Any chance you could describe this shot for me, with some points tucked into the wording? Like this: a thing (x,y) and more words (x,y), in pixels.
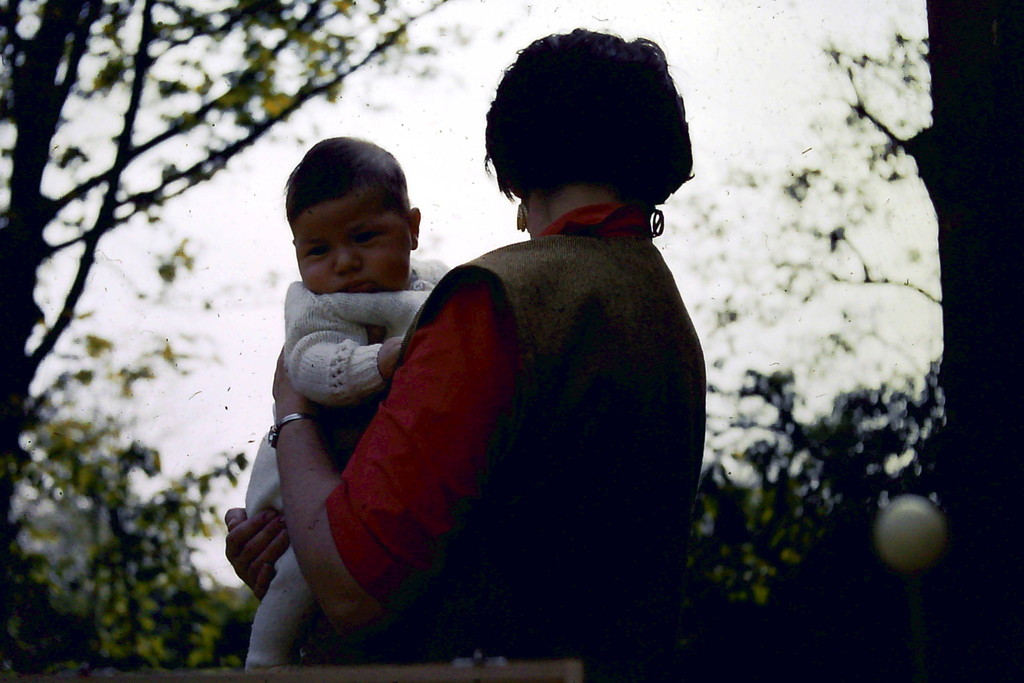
In the image there is a woman (492,418) holding a baby (356,356) with her hand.
